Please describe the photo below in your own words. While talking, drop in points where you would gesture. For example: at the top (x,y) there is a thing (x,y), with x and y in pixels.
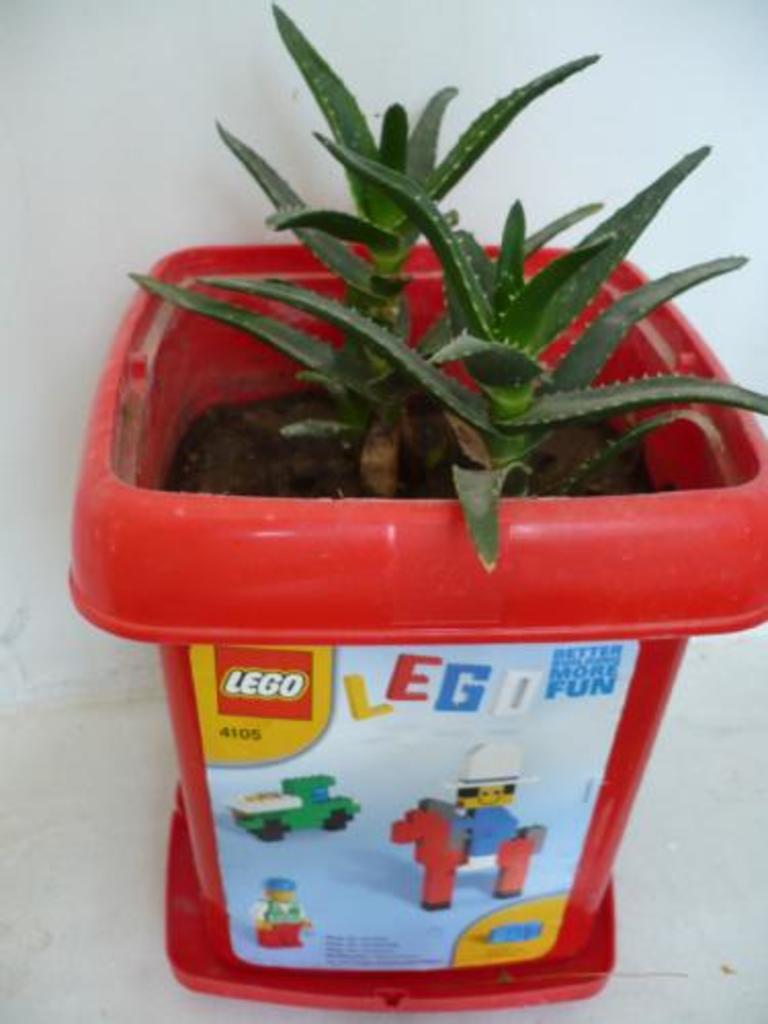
In the center of the image (449,476) there is a flower pot (217,764) on the floor (156,848). In the background (218,179) there is a wall (139,163).
